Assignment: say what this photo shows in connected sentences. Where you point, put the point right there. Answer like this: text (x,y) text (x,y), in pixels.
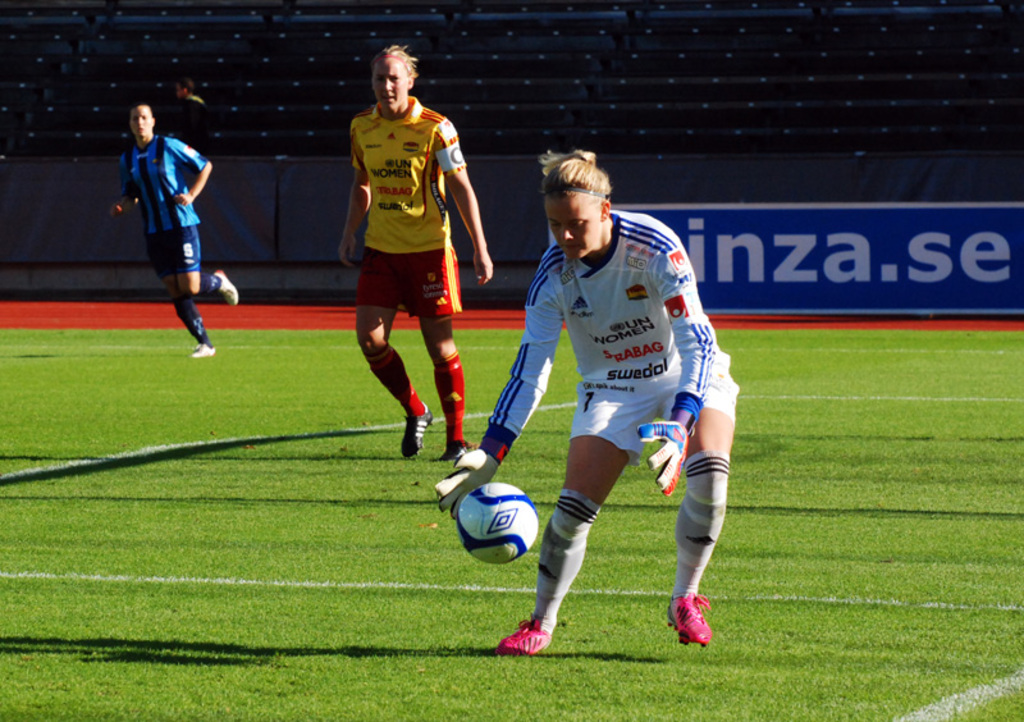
In this image we can see a stadium (649,70). There is a soccer ground (281,544) in the image. The players (575,476) are playing in the image. There is a football (488,532) in the image. There is an advertising board (867,271) in the image.
